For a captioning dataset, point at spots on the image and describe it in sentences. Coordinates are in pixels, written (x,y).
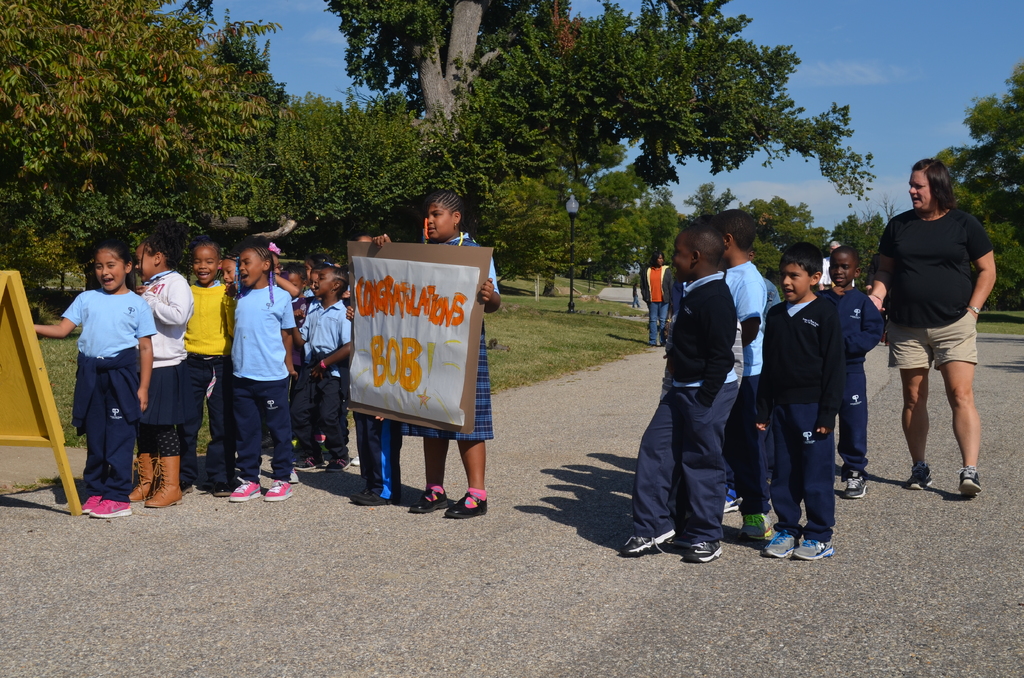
Children (173,373) are standing on the road (431,552). The person (434,213) at the center (390,330) is holding a chart paper (461,404). There is a yellow board (27,382) at the left (16,405). The person (902,330) at the right (907,245) is wearing a black t shirt (935,281) and shorts (936,328). There are other people (645,279) behind them. There is a light pole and trees (227,134) at the back (224,132).
